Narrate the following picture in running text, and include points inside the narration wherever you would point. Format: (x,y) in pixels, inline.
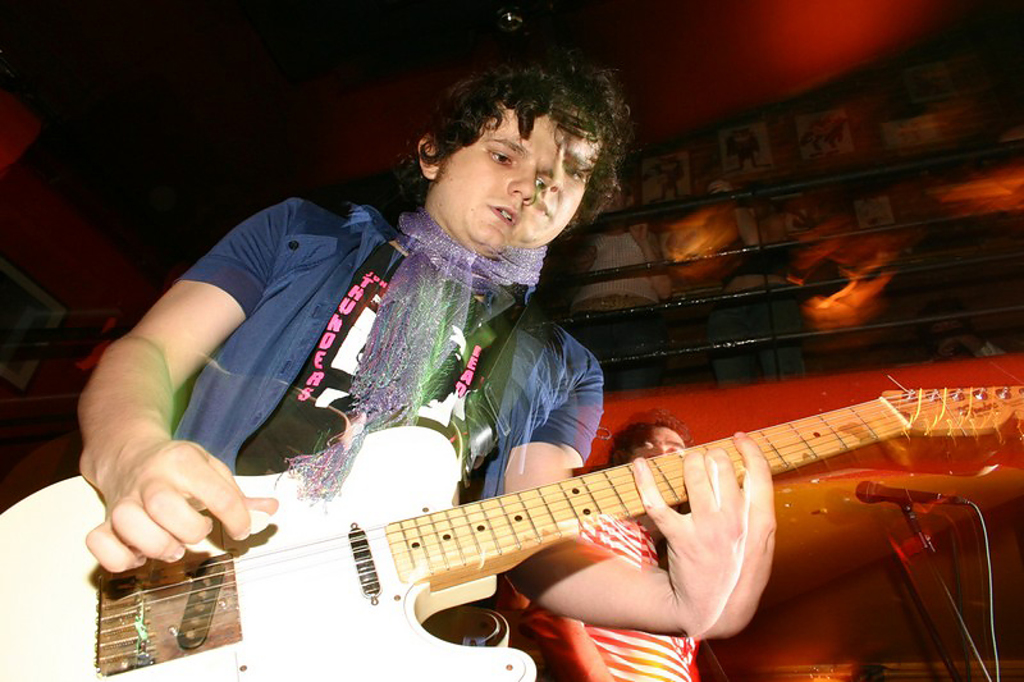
In the image we can see that, the person (376,364) is holding a guitar (335,570) in his hand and he is wearing a blue color shirt (302,265). This is a microphone (878,495).
